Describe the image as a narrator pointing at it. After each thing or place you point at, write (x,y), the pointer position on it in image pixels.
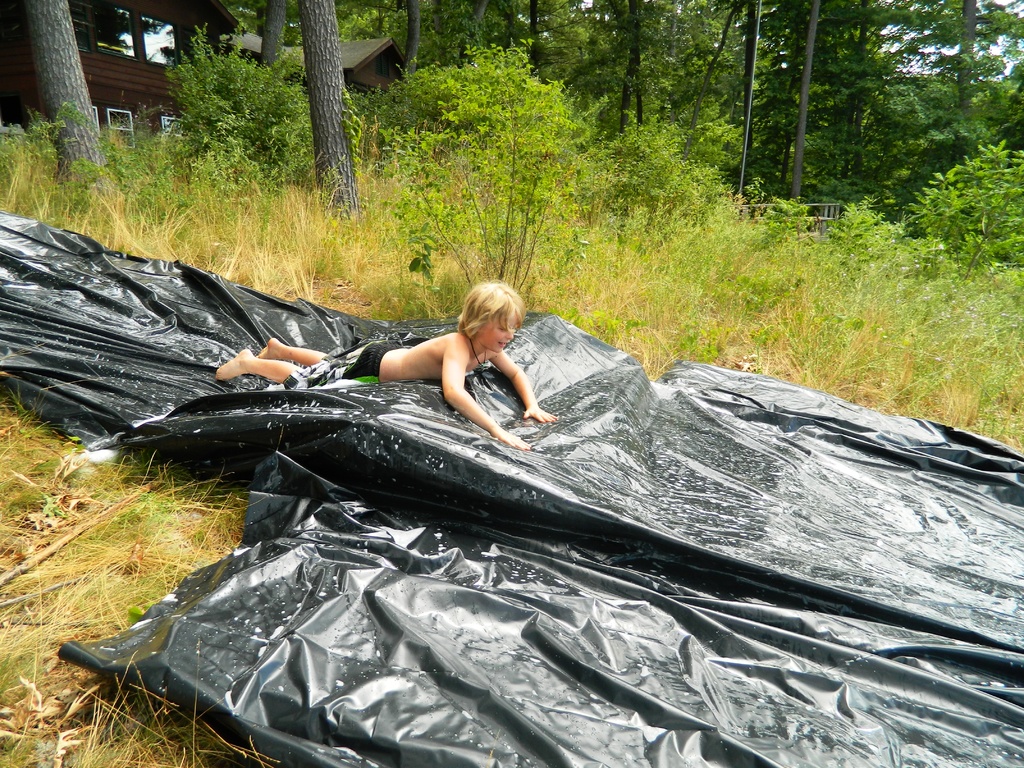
In this picture I can see a boy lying on the tarpaulin sheet (471,434), and in the background (503,5) there are buildings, trees (759,139) and the sky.
